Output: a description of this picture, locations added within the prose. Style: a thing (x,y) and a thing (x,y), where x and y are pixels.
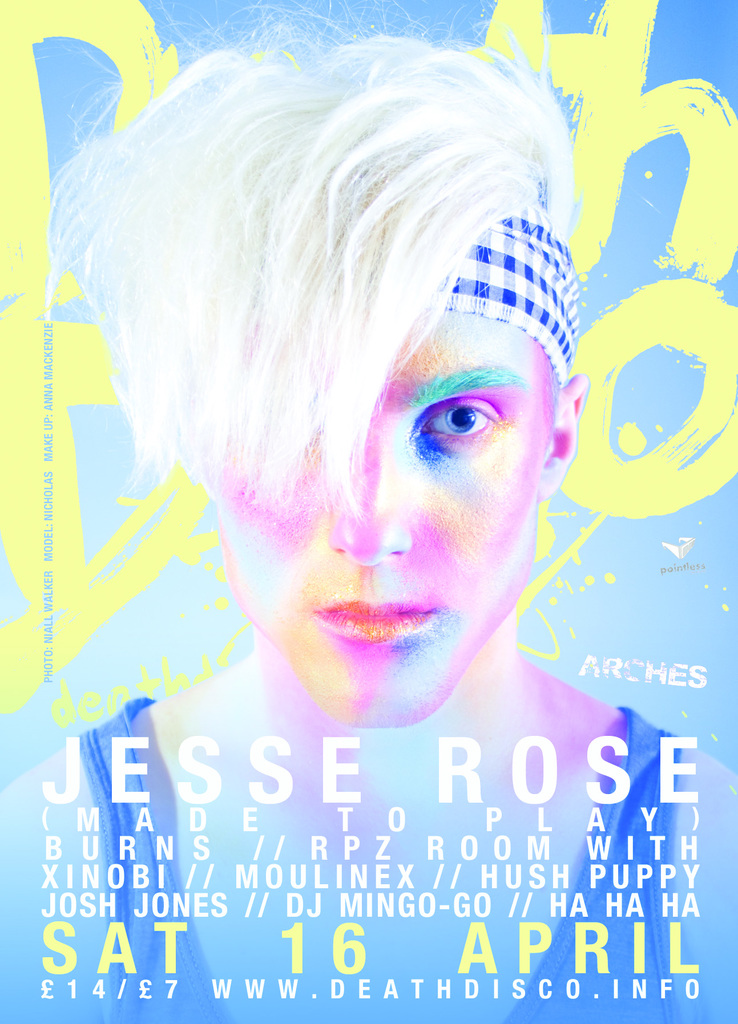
In the image there is a poster (328,689). On the poster (328,689) there is an image (450,610) of a person (453,533) and also there is something written on it.
